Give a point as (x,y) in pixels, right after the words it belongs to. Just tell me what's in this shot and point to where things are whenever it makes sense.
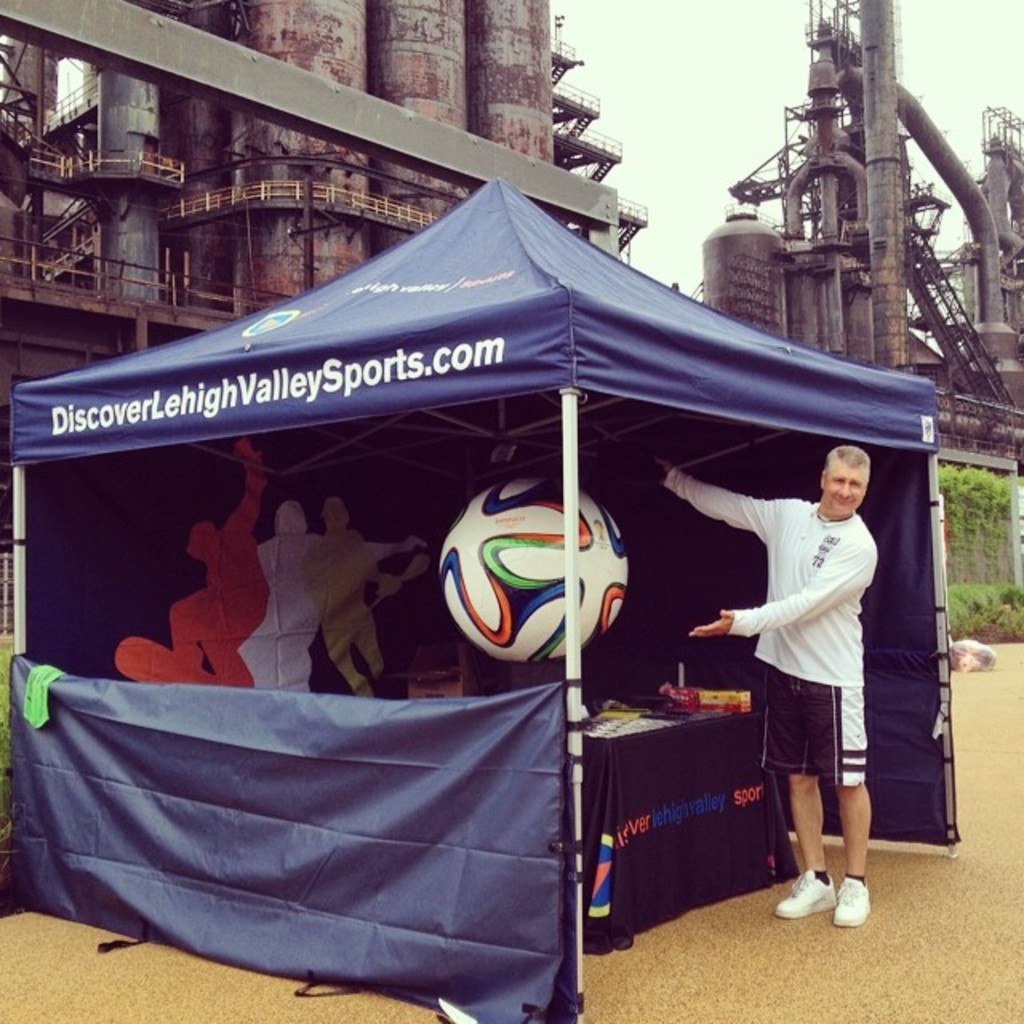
In this image there is a man (807,773) standing under the tent (632,648). Inside the tent (699,674) there is a table (665,733) and some objects (672,710) were placed on it. At the back side (349,176) there is a factory (820,206).
